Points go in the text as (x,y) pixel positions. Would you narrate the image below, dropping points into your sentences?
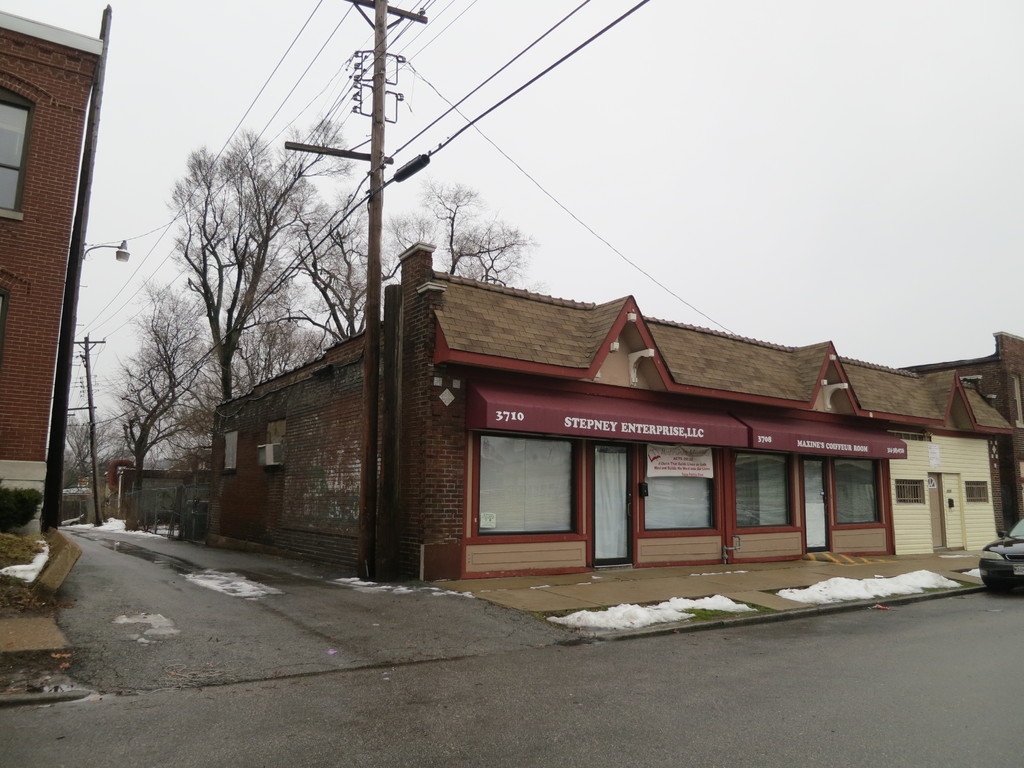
In this picture I can observe buildings (683,552). In front of the buildings (329,533) I can observe road (666,684). In the background (309,304) there are trees (305,241) and sky (440,225).
